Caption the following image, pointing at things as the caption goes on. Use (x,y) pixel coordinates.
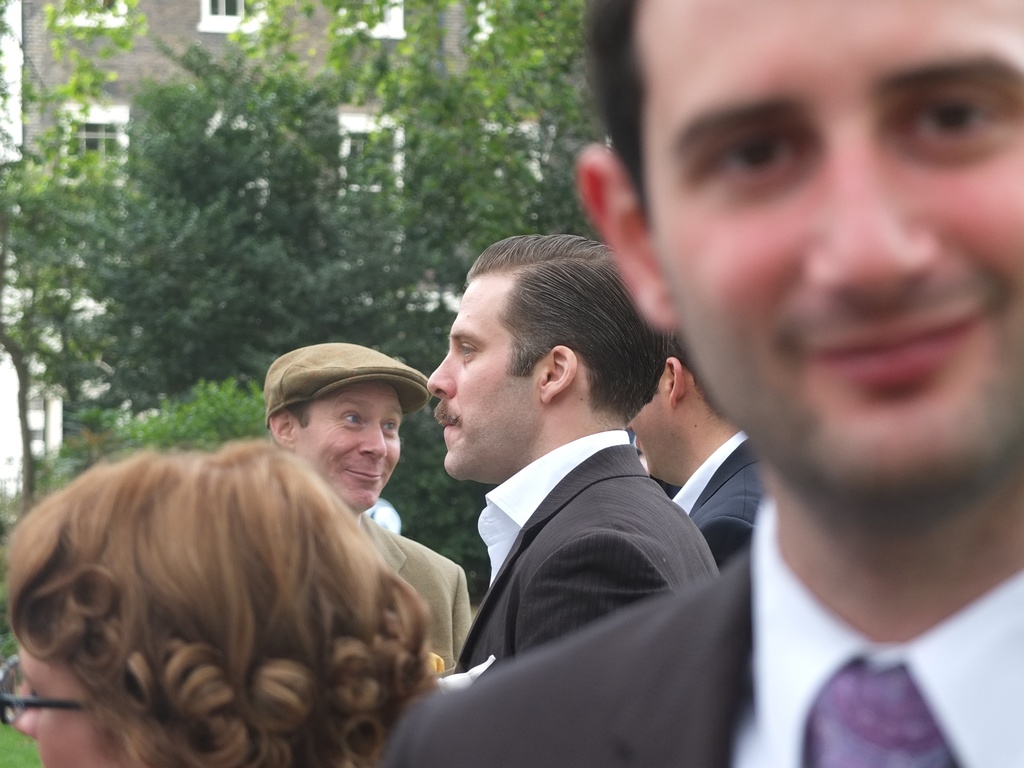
In this picture I can see five persons (622,467), and in the background (341,284) there are trees (282,22) and a building (301,27).
